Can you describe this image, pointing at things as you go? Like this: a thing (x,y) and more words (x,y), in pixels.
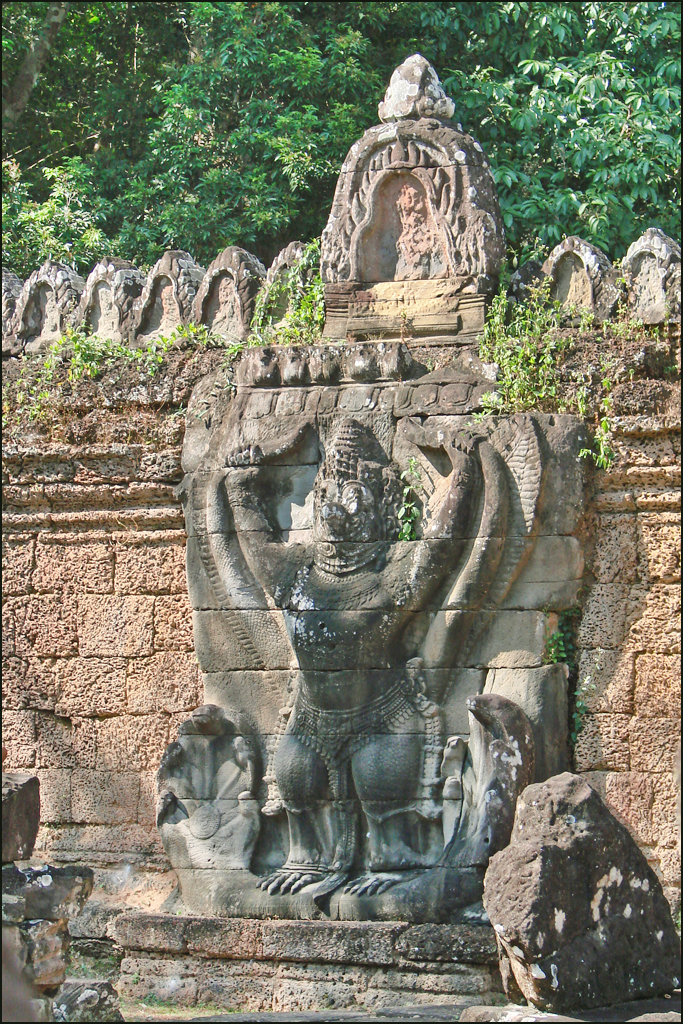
In this image, we can see some sculpture (368,768) on the wall (634,806). There is a stone (586,941) at the bottom of the image (587,941). Here we can see few plants (623,325). Top of the image (631,176), we can see trees (330,88).
